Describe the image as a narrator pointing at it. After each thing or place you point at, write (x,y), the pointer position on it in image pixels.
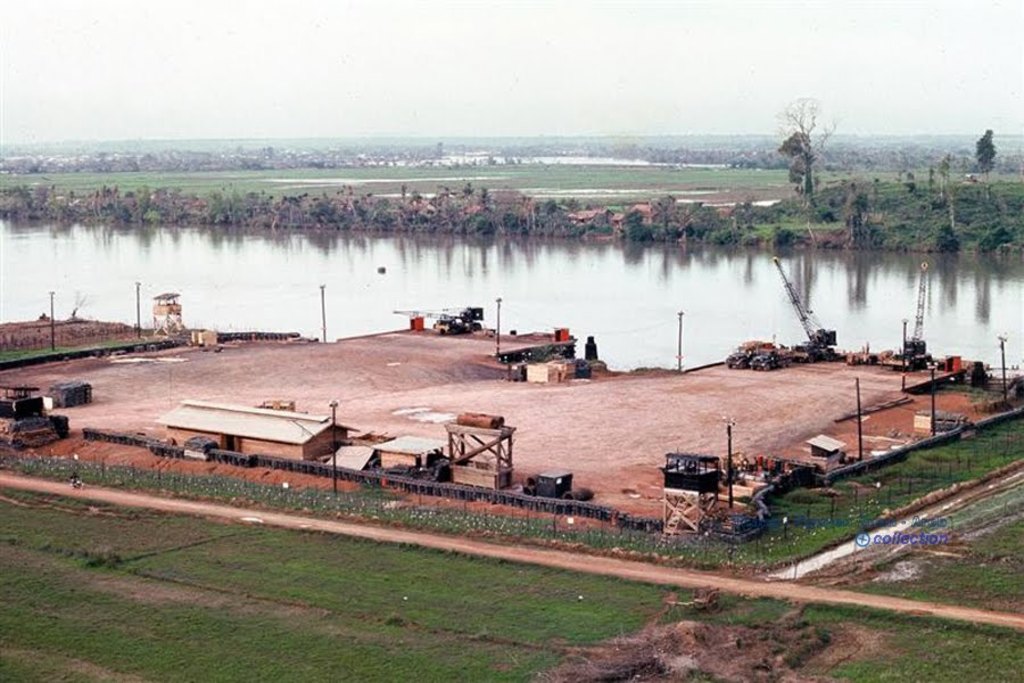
In this image there are shelters (160,312), grass (129,551), poles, cranes (811,357), water (797,287), trees (925,206), plants (415,209), sky (394,74) and objects (777,356). I can see a watermark (802,525) is on the image.
